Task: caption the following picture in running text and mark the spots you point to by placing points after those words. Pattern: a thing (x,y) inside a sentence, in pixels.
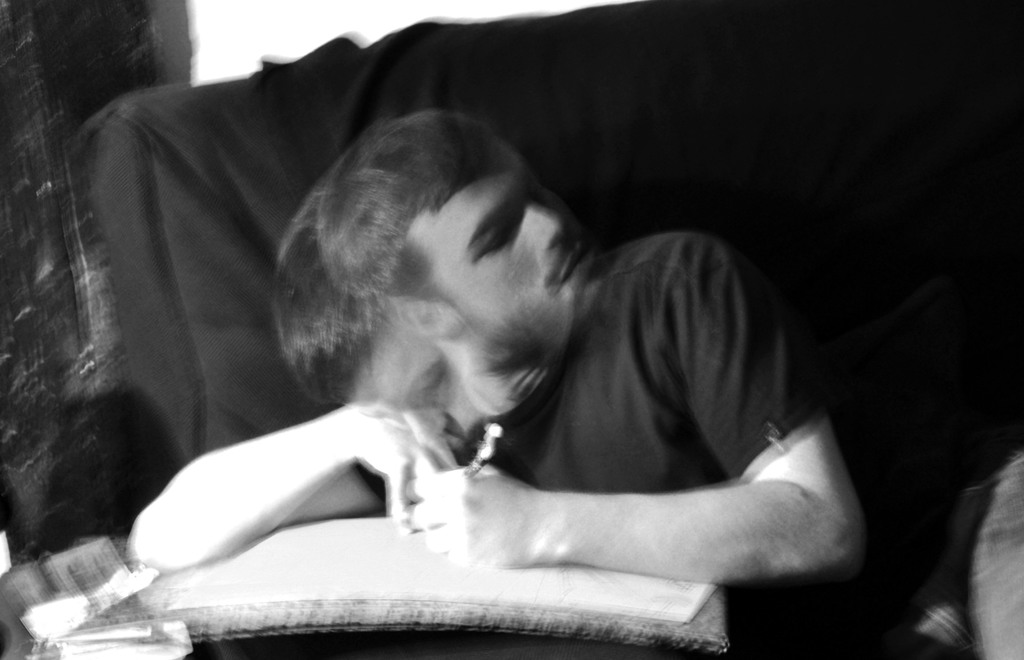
In this image we can see a person (494,414) holding something in the hand (447,489). And he is sitting. And this is a black and white image.
